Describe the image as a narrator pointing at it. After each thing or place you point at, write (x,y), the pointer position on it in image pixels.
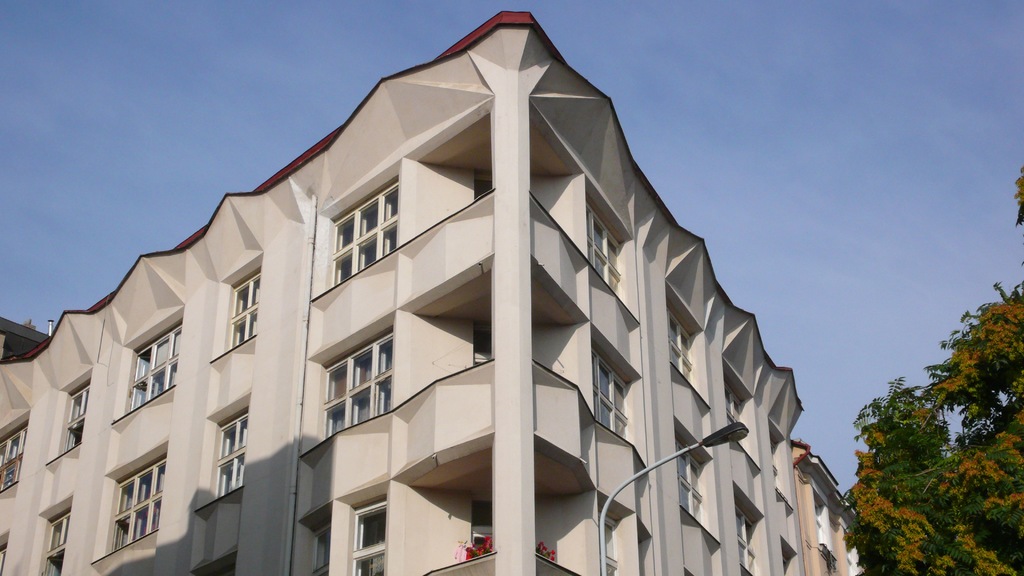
In this image we can see a building (451,340) and it is having many windows (487,335). There is a street light (711,436) in the image. We can see the sky (874,76) in the image. There are many flowers (468,549) to a plant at the bottom of the image (554,556). There is a tree (969,475) at the right side of the image (965,478).
